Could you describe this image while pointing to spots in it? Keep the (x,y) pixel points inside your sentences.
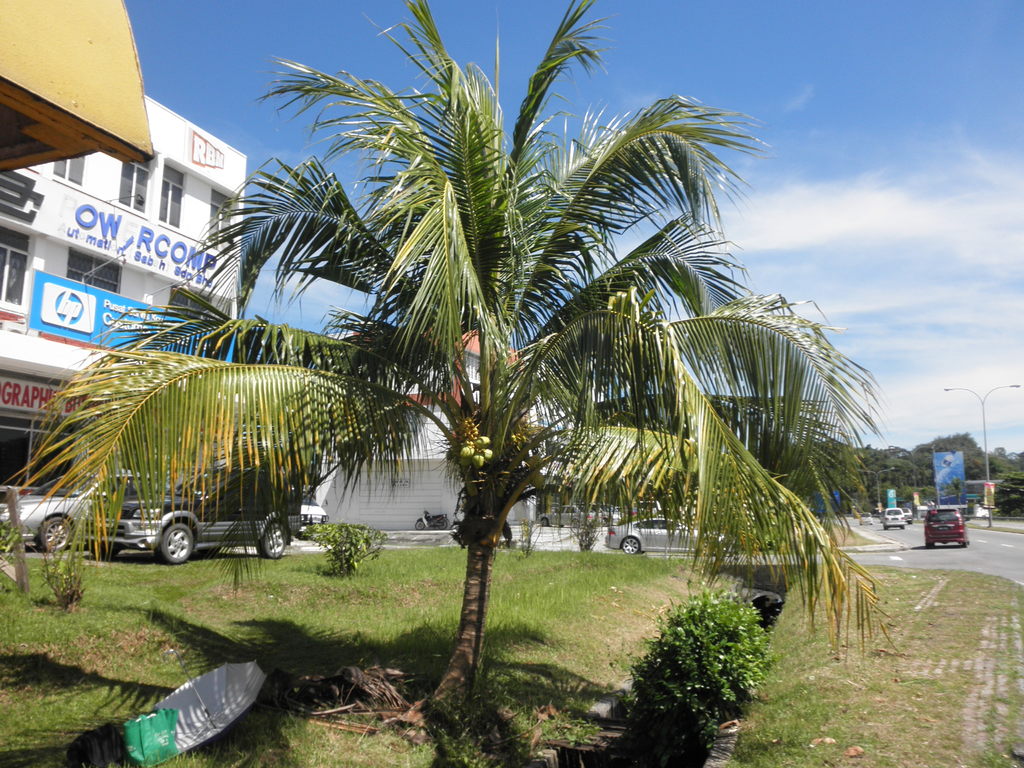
In this image there are buildings (468,358) and cars (937,538) on the road (957,568). At the bottom (765,643) there are shrubs (676,653) and grass (348,638). In the background (904,469) there are trees (954,442), pole (987,479) and sky (744,197).
